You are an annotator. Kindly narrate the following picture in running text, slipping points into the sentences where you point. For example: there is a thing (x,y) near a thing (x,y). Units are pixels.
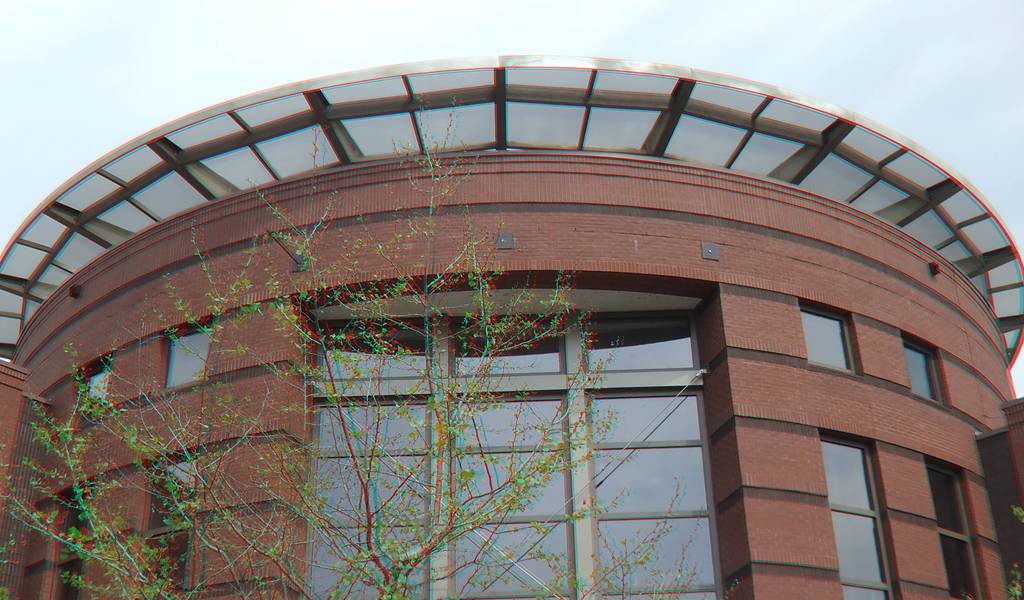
In this image there is a building (101,445), glass windows (640,426) and tree (283,471). In the background of the image (145,53) there is the sky (548,52).
